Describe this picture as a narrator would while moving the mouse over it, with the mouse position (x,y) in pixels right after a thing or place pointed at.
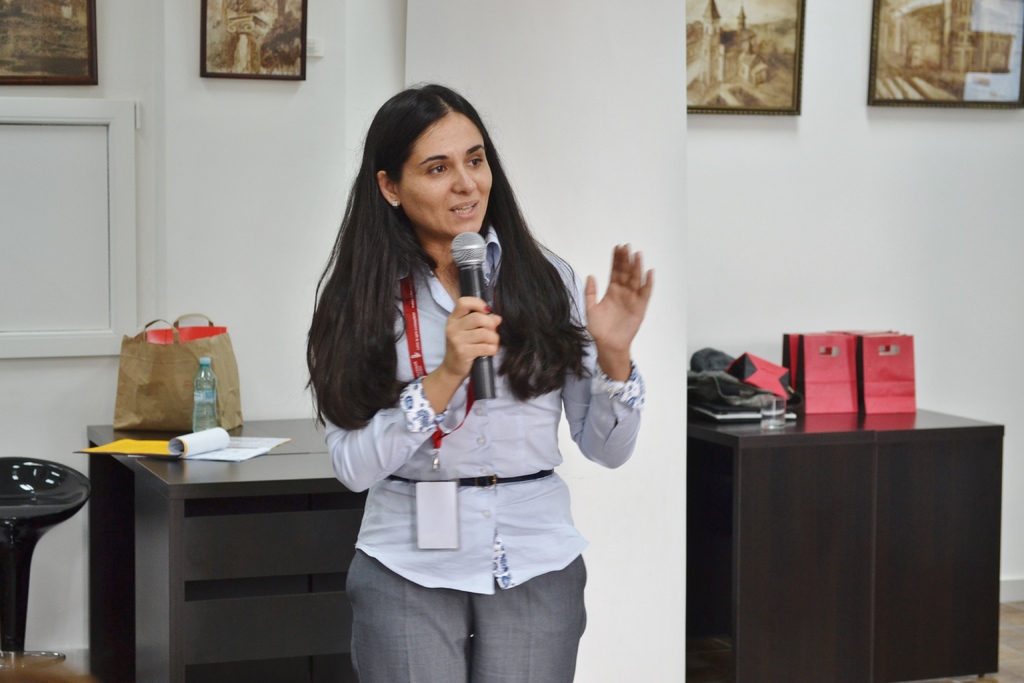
Here in this picture we can see a woman (348,572) with microphone (477,293) in her hand (485,337) speaking something behind her we can see a table (253,430) and there is a book (208,441) and a bottle (199,412) and a bag (178,379) on the table (285,451) and on the wall (237,254) behind her there are various portraits (270,21).
